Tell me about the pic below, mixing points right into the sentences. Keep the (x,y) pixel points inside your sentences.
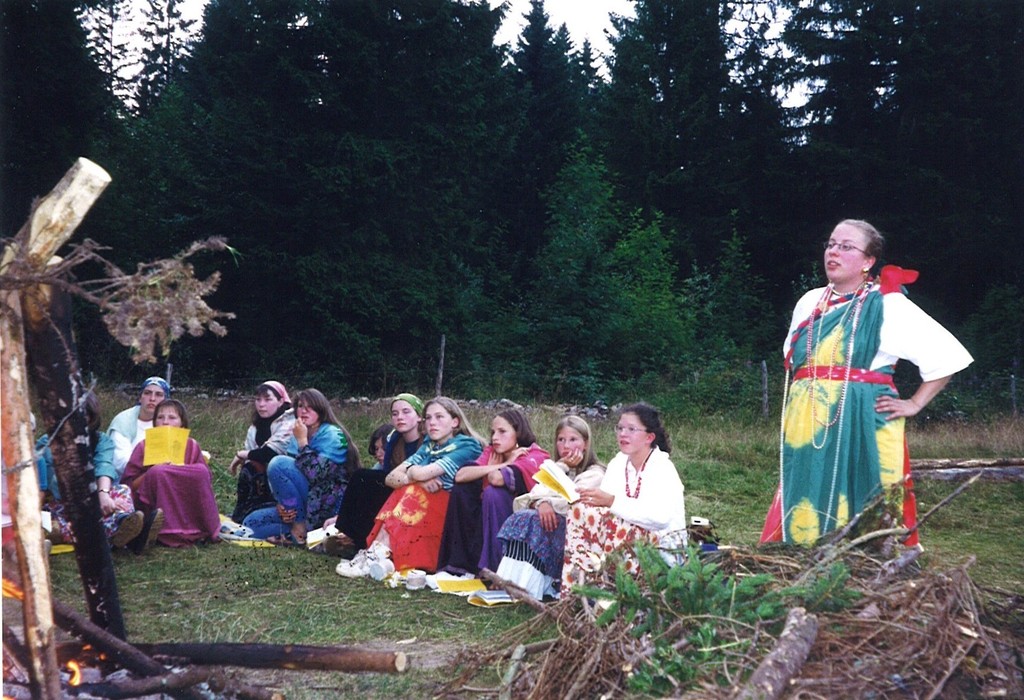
In this image in the left (67,659) there is campfire (64,681). In the bottom (225,692) there are sticks (798,647). In the ground (717,522) few ladies (406,457) are sitting. In the right (816,385) a lady (843,298) is standing. In the background (532,218) there are trees (529,158) and sky (500,30).
